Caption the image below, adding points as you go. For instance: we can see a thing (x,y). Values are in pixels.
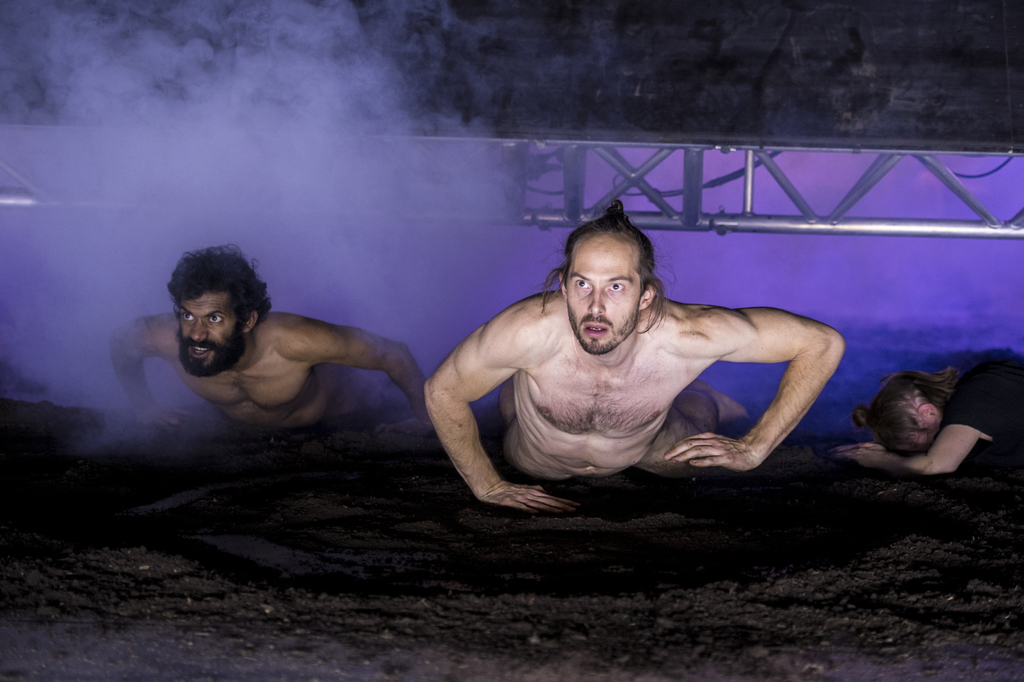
In this image, we can see three people (1001,446) on the surface (643,615). In the background (45,168) we can see smoke (296,264), rods (850,224), wires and some object (703,99).
